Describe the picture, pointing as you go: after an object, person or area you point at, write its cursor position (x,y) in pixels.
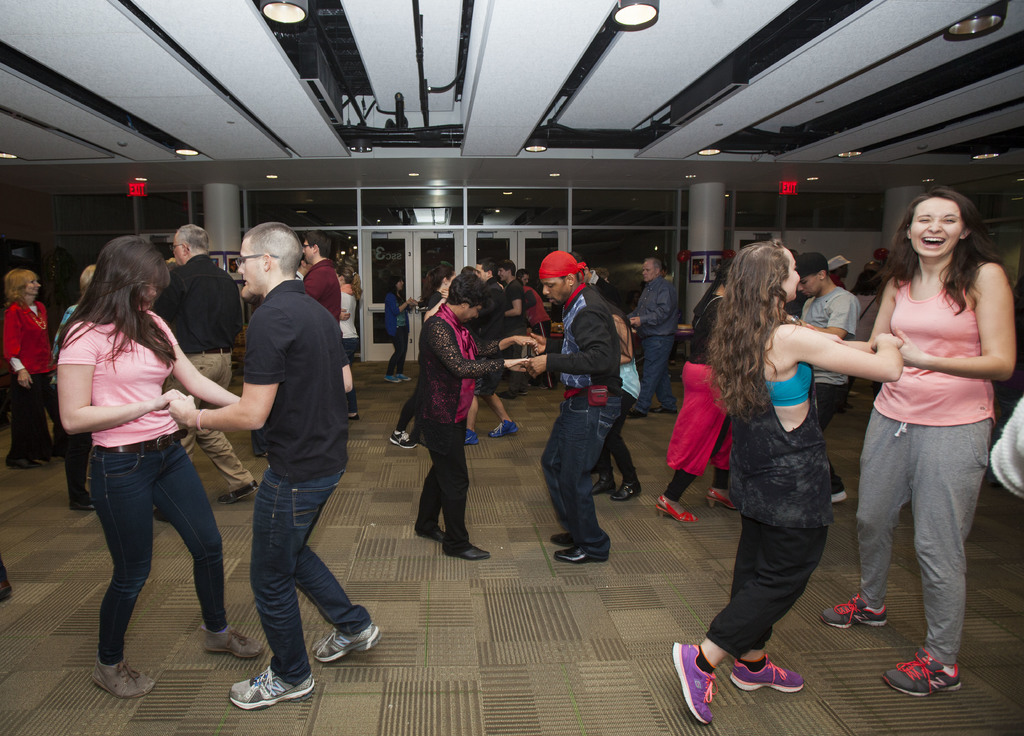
In this image we can see a group of people (870,553) standing on the floor (343,522). In the center of the image (466,257) we can see glass doors (511,250), some photo frames (704,269) on pillars (703,221) and some balloons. At the top of the image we can see group of lights (968,34) and some metal poles (419,97).
